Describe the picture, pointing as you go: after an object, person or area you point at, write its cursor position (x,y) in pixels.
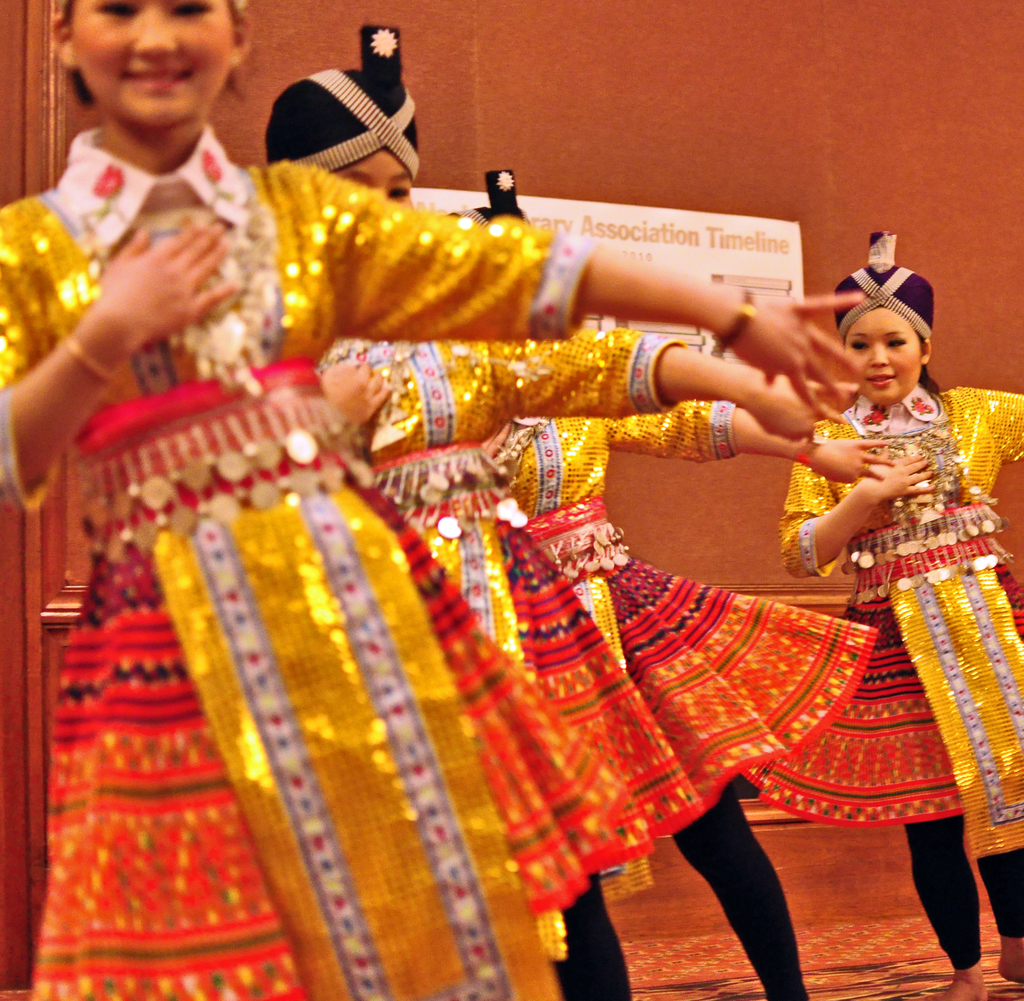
In this picture we can see four women (496,258) wore caps (316,104) and dancing on the floor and smiling and in the background (778,200) we can see wall (729,200) with banner (659,224).
